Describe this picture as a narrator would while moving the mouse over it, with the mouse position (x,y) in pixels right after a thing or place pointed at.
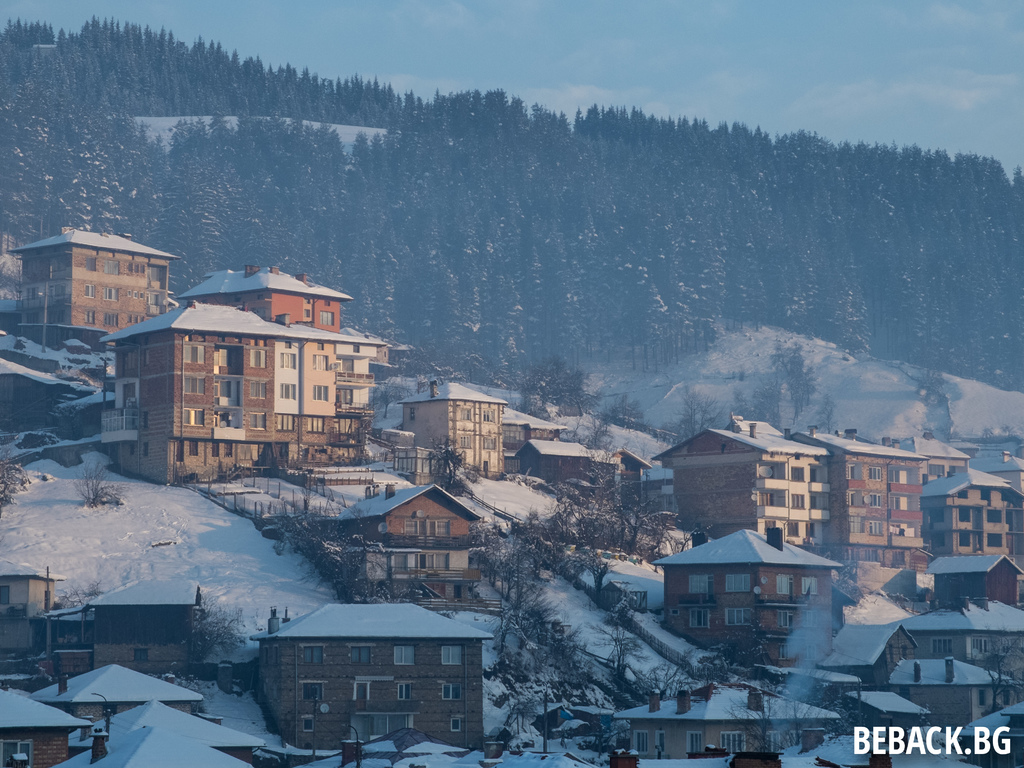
In this picture we can see a few houses (147,645) and trees (531,283) in the snow (358,504). There is a watermark (929,740) in the bottom right (963,750). We can see a few trees (641,122) from left to right. Sky (679,102) is blue in color. We can see a few clouds (946,69) in the sky (787,64).
